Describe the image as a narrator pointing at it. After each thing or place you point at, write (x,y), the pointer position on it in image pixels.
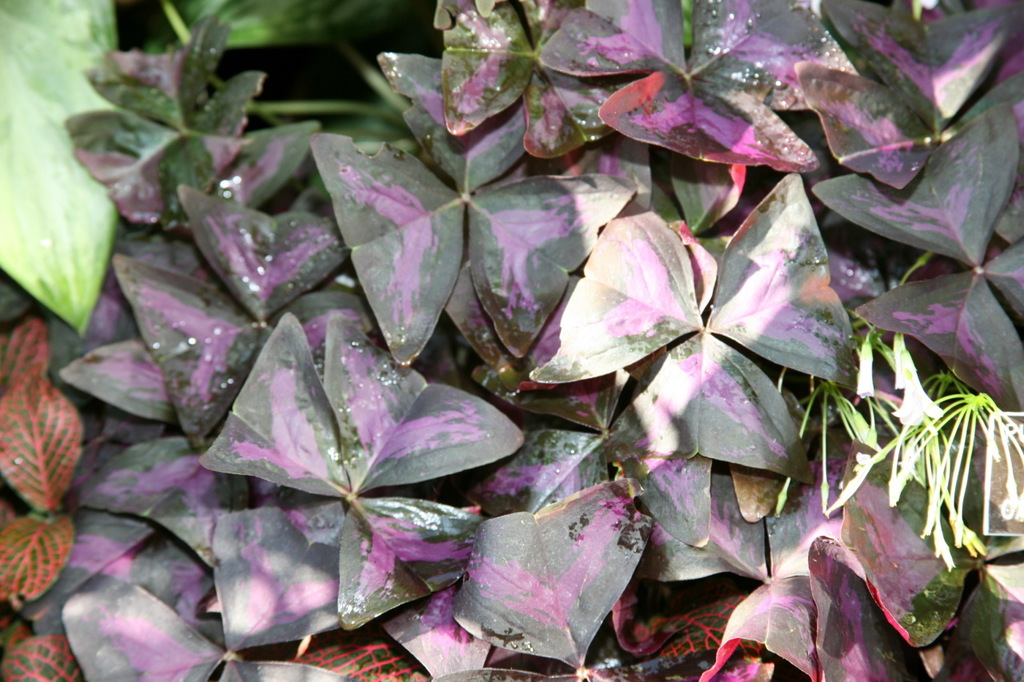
In this picture we can see flowers (937,466) and leaves (150,76) and in the background (305,74) it is dark.
